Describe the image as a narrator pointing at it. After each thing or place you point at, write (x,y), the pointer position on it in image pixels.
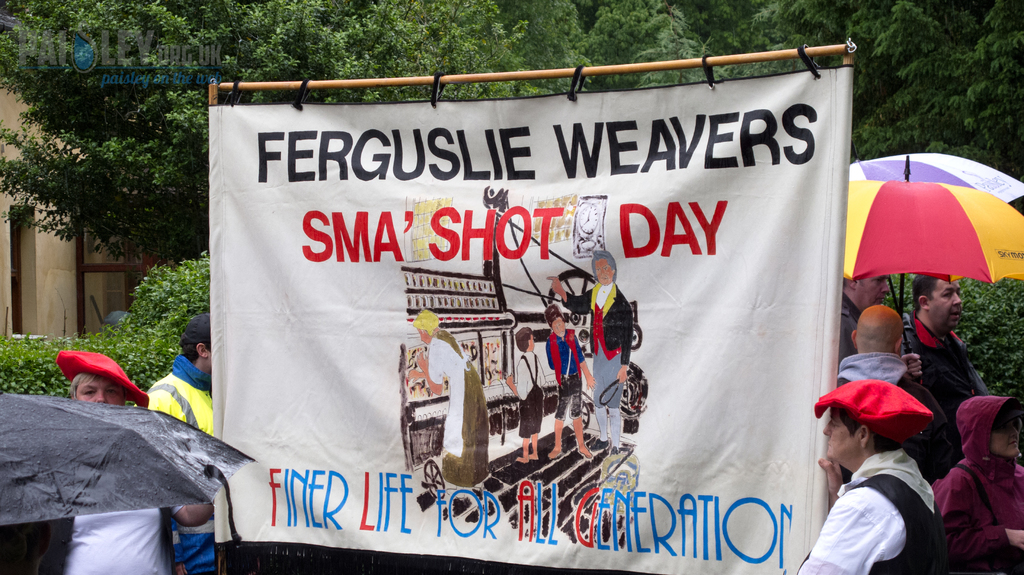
In the center of the image (562,194) there is a banner (558,205) with some text (449,228) on it. There are people (858,420) holding the banner (786,457). To the right side of the image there is a person (897,336) holding a umbrella (895,243). In the background of the image (891,47) there are trees (356,53). To the left side of the image (32,322) there is a house (21,295).
